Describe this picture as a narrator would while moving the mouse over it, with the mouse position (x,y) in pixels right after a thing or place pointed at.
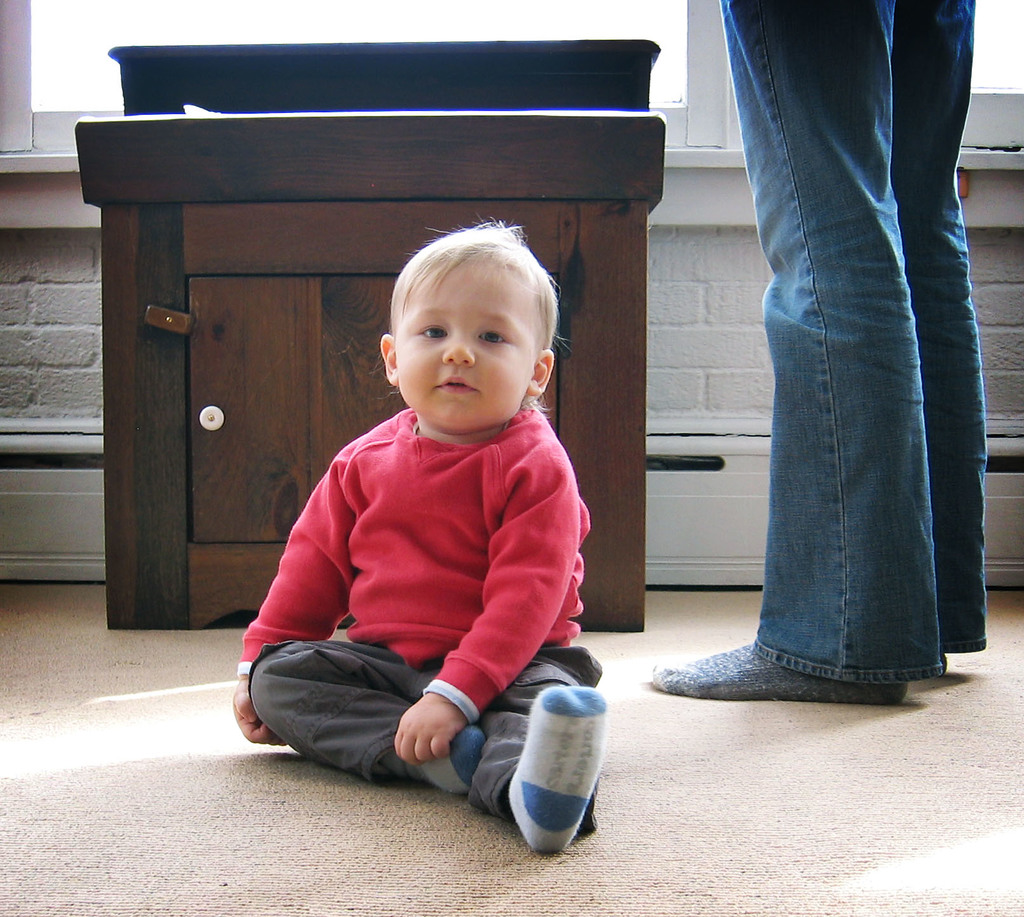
In this picture there is a boy (421,492) who is wearing the t-shirt (389,585), trouser (376,749) and socks (530,767). He is sitting near to the table (614,439). Beside him there is a person's leg (806,440) who is wearing jeans (885,409) and socks (787,671). He is standing near to the window (707,66) and brick wall (712,360).
